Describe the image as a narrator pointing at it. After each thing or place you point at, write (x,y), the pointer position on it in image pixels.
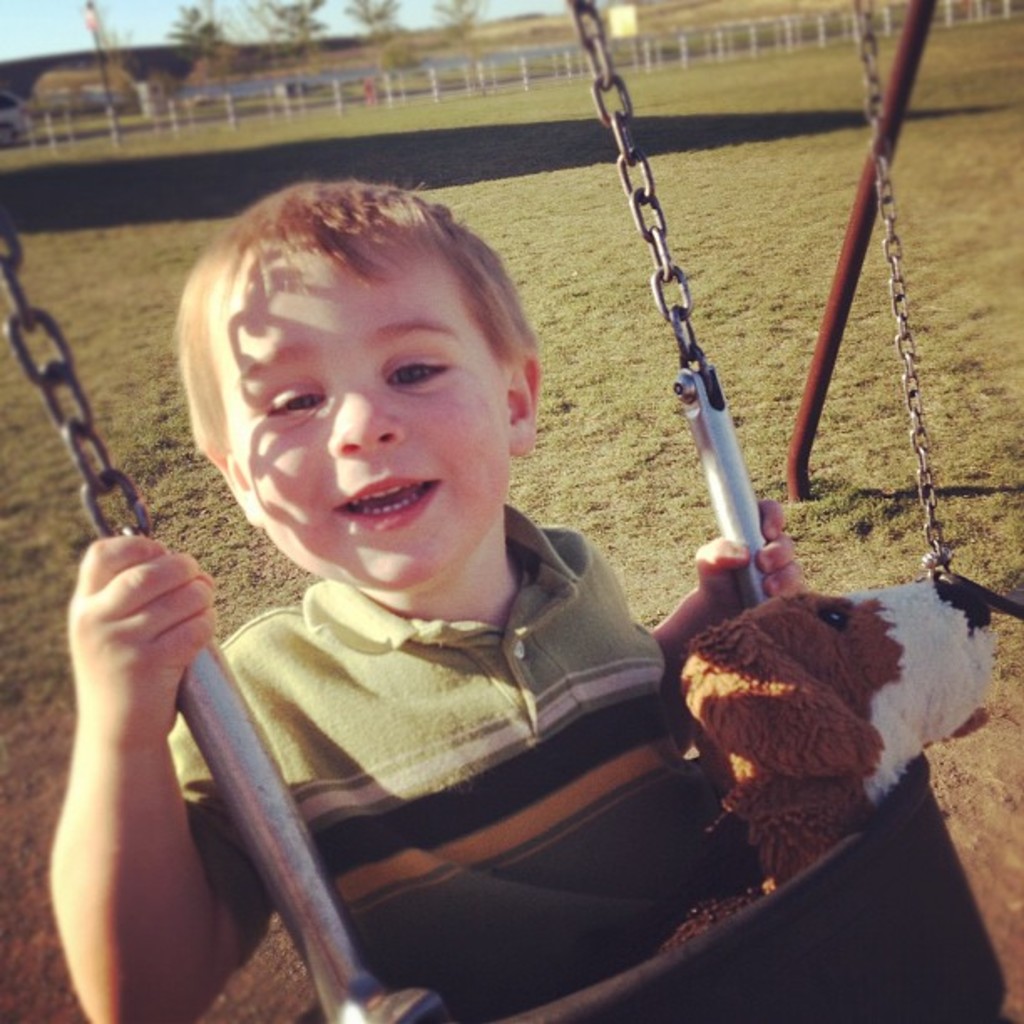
This image consists of a boy (461,789) swinging. Beside him, there is a doll (852,723). At the bottom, there is green grass (546,428). In the background (772,25), we can see a fencing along with the trees (203,53).
